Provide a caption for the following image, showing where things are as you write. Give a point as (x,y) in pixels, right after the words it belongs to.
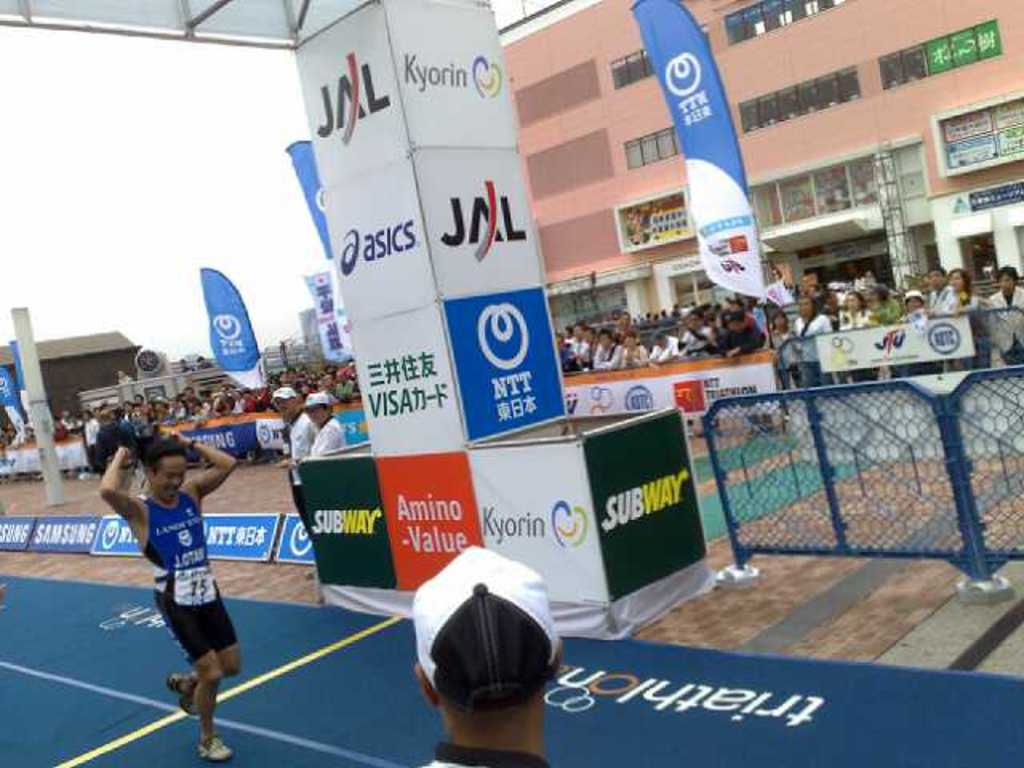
In the left bottom of the picture (226,656), we see a man (174,599) in blue T-shirt (163,546) is running. In front of him, we see a man (440,618) who is wearing a white cap (433,659). Beside him, we see boards (455,467) with some text (369,396) written on it. Beside that, we see two people (321,441) are standing. On the right side (792,424), we see a railing board (845,453) and behind that, we see people (893,304) are standing. We even see the banners (718,204) in white and blue color with some text (713,224) written on it. There are buildings (751,193) and a pole (896,260) in the background (889,152). At the top of the picture (152,99), we see the sky (222,75) and a hoarding board (340,52).
